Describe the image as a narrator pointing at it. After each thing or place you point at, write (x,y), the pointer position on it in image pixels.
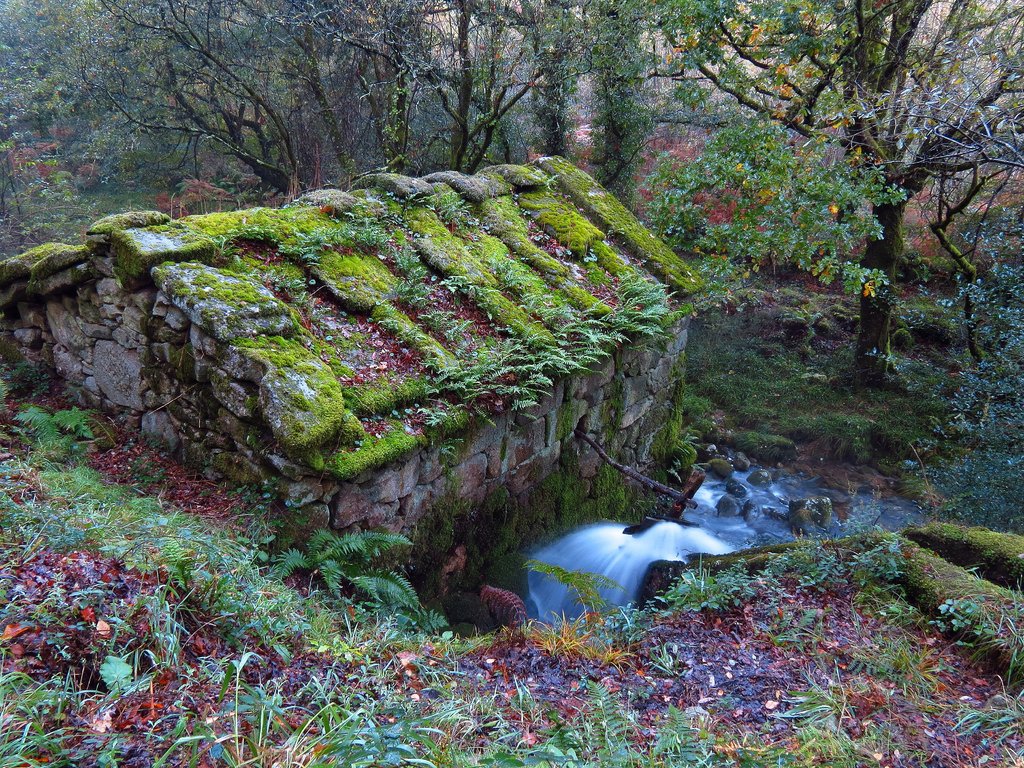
In this image I can see grass (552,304) and trees (627,70) in green color and I can also see water (774,537) flowing.
